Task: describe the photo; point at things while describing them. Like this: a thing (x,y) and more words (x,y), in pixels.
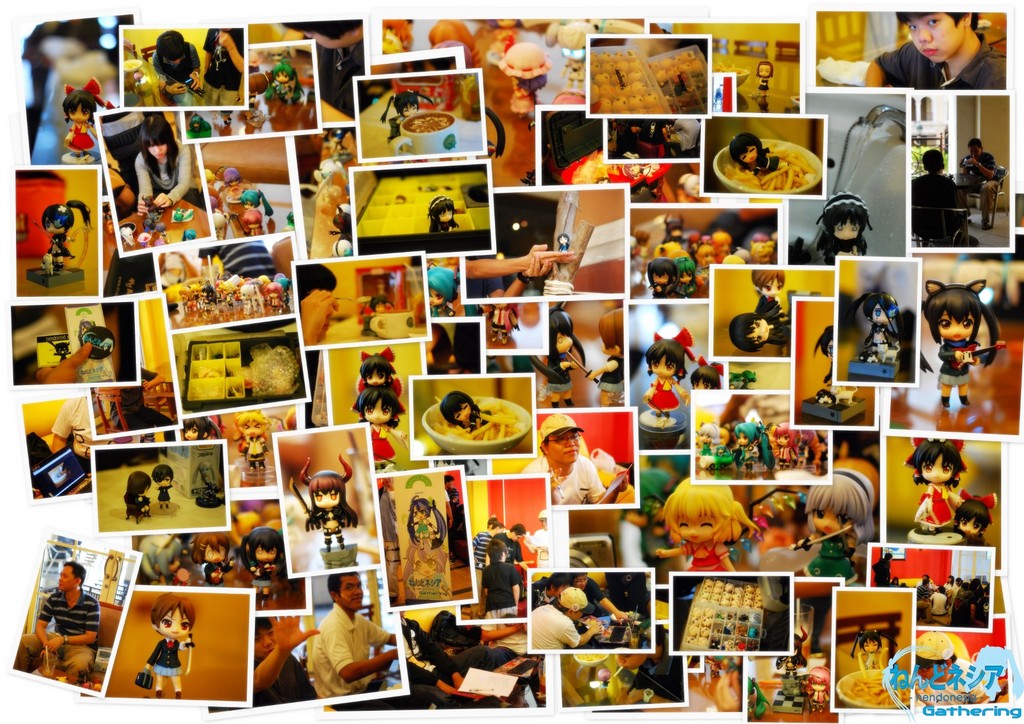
In this image, we can see multiple photographs (455,453). In these photographs (424,537), we can see people (343,598), toys (622,316), food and few objects (864,120). In the bottom right corner of the image (935,696), there is a watermark (953,682).
